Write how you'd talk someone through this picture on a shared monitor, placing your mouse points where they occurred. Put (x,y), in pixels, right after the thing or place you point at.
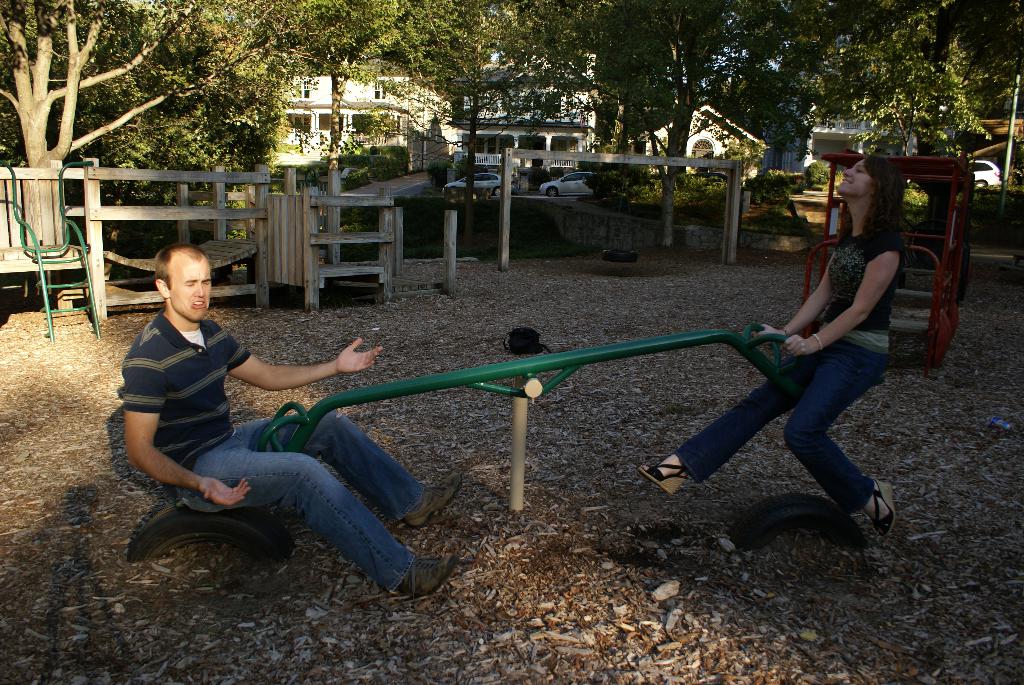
In front of the picture, we see the man (224,376) and the woman (796,347) are playing the seesaw (778,385). At the bottom (561,612), we see the twigs (357,614), sand (246,614) and the tyres (190,523). On the left side (297,219), we see the wooden play structure (44,218). On the right side (905,163), we see the red color playing object (918,232). There are trees (282,125) and buildings (419,122) in the background (658,130). We see the cars (487,181) are parked on the road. This picture might be clicked in the park (521,398).
